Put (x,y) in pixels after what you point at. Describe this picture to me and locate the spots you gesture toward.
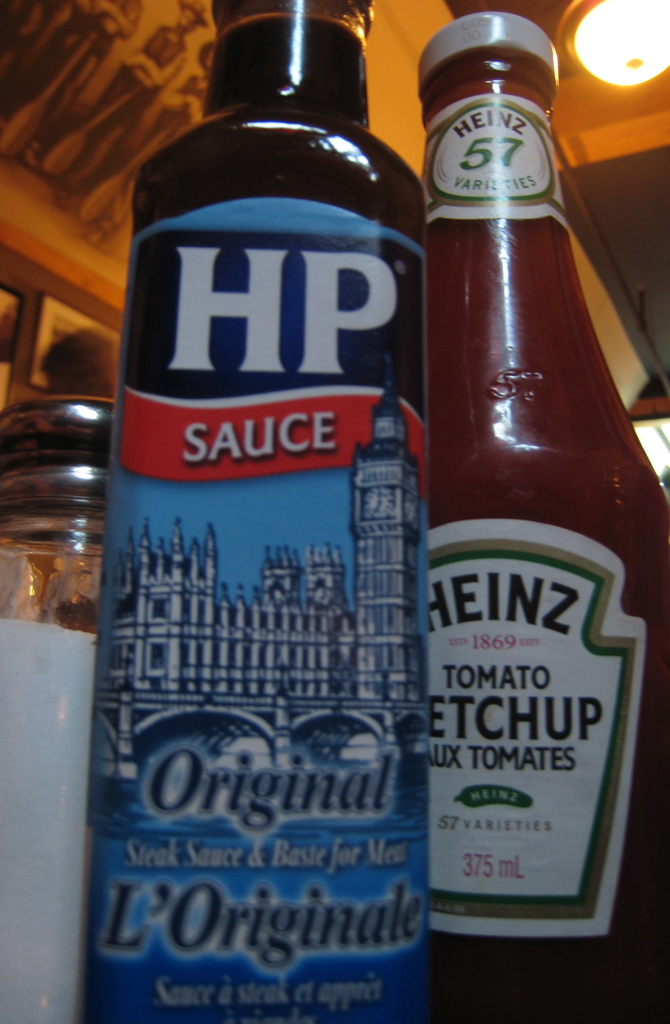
This picture shows two bottles (433,554) on a table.
